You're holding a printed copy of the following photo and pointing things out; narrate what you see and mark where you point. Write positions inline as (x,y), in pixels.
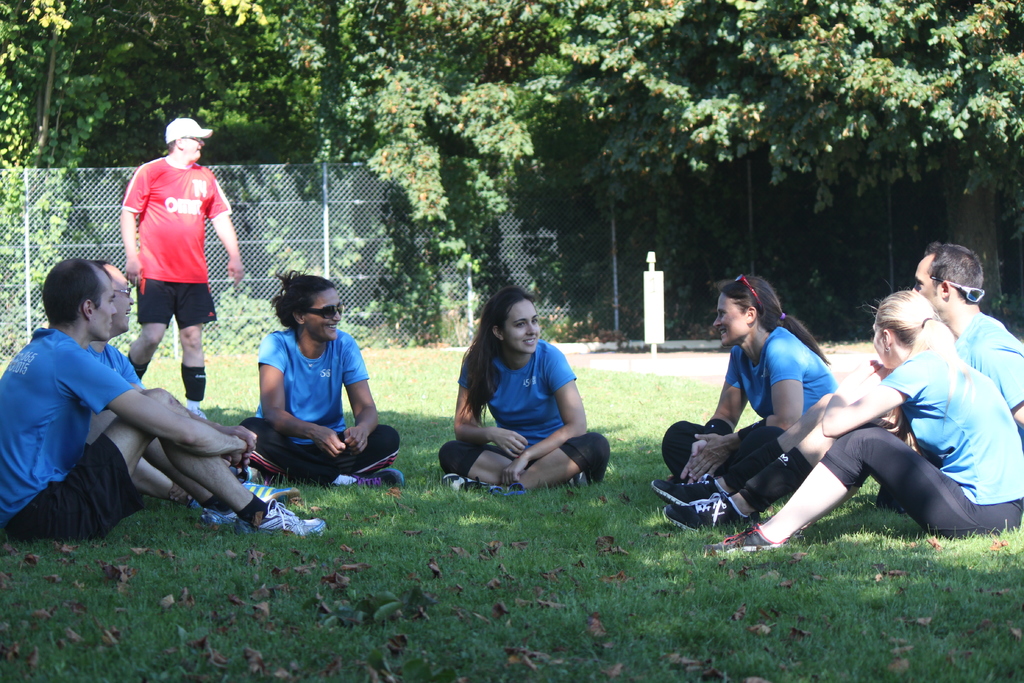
At the bottom of the image (209,538) there is grass (209,538) on the ground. On the ground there are few people (67,342) sitting on the grass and all are wearing the blue t-shirts (40,349). Behind them at the left side (166,184) there is a man (174,211) with red t-shirt (173,177) and a cap (190,126) on his head (180,151) is standing. Behind him there is a fencing (263,189). Behind the fencing (270,246) there are trees (707,105).
